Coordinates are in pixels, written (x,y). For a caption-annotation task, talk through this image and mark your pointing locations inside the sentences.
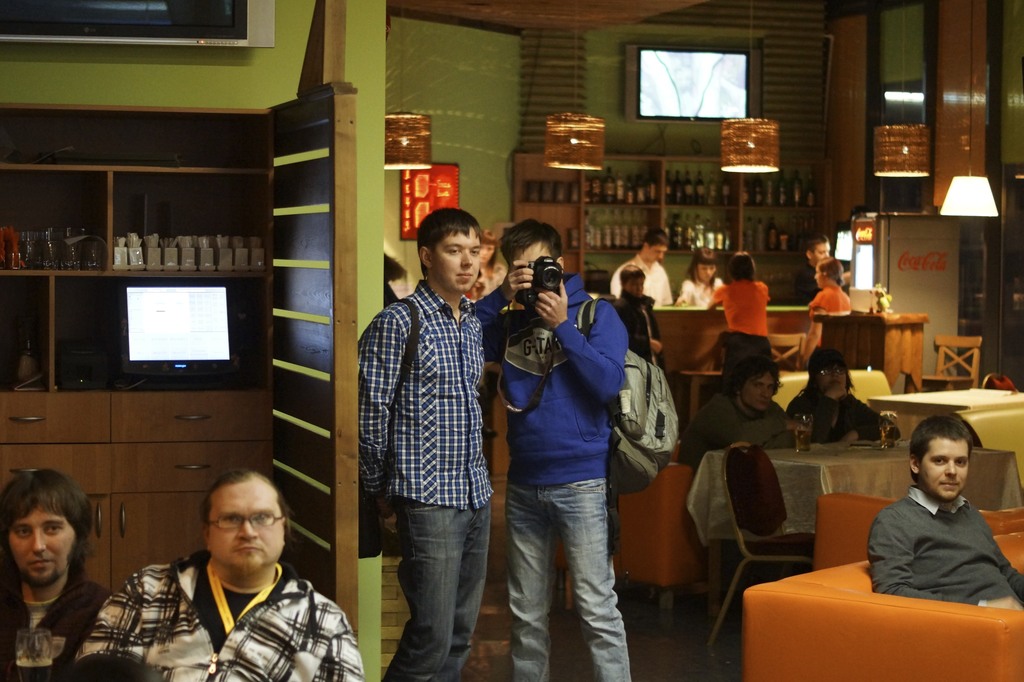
In the center of the image (546,435) there are persons (557,419) standing and holding a camera (539,288). On the right side of the image (705,429) we can see a persons (780,420) sitting on the table (829,486). On the left side of the image (156,358) we can see a glasses (50,256), TV (179,19), monitor (156,361) and persons (135,614) sitting. In the background (839,220) there are persons (729,291), bottles (632,187), wall (497,158), window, lights (887,144) and chairs (937,362).
